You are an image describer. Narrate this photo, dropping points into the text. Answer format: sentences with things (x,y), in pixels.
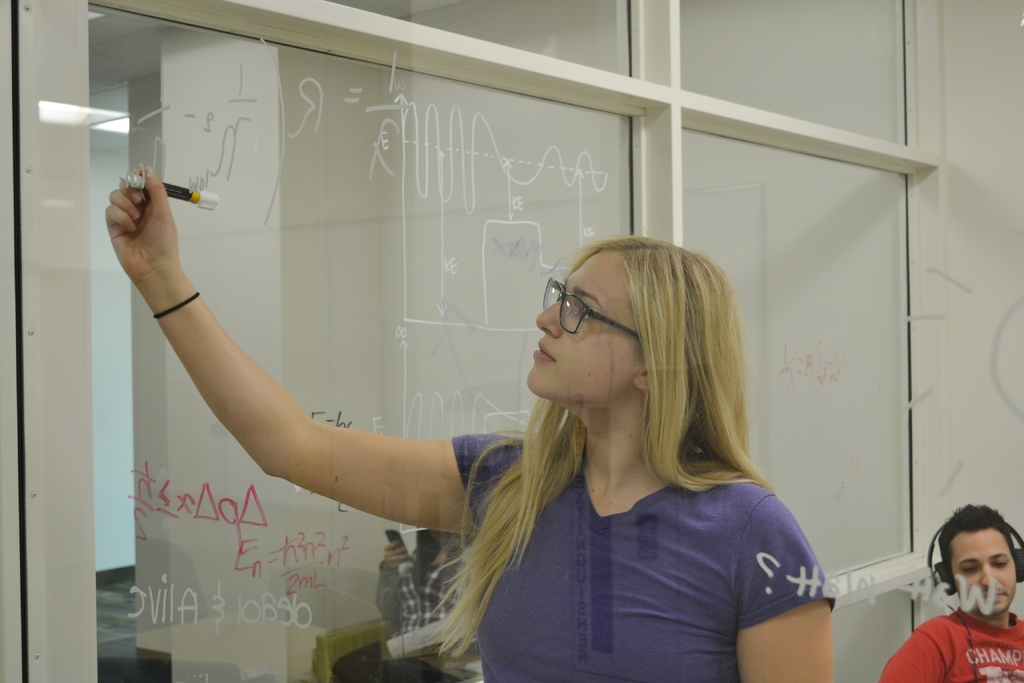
In this picture we can see a woman (585,641) wore a spectacle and holding a sketch pen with her hand (149,231) and in the background (286,576) we can see wall (452,181) and two people (420,589) sitting, mobile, headset (1017,550).
